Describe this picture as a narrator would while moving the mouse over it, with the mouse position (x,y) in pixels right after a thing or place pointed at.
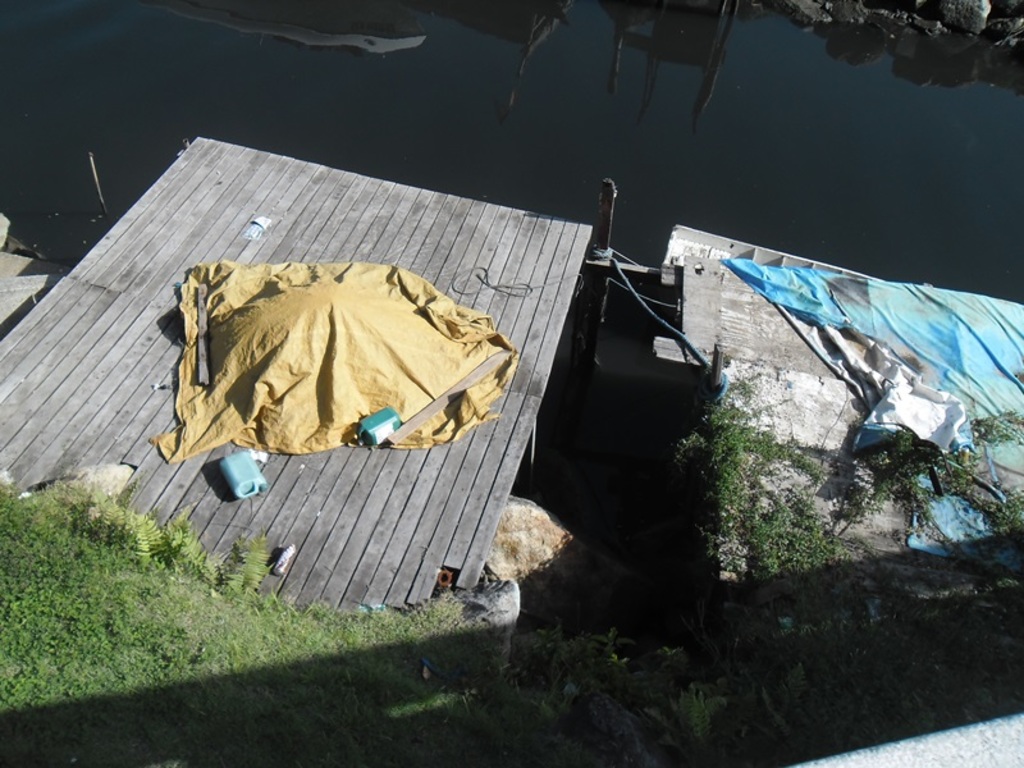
In this image we can see there is a lake (918,228) beside that there is a wooden bridge (316,532) and some things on it.
